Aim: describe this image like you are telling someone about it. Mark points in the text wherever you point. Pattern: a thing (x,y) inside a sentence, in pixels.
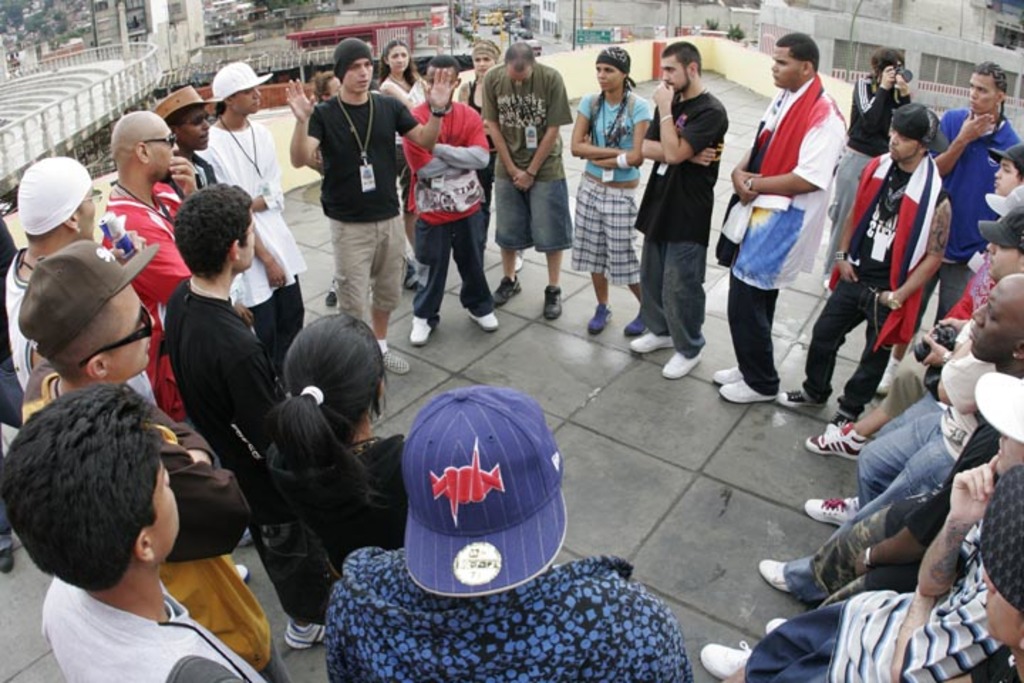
In this image we can see some people (407,159) standing on the floor (731,186) and among them one person (381,152) is talking and there are some buildings (446,47) in the background (296,45).
